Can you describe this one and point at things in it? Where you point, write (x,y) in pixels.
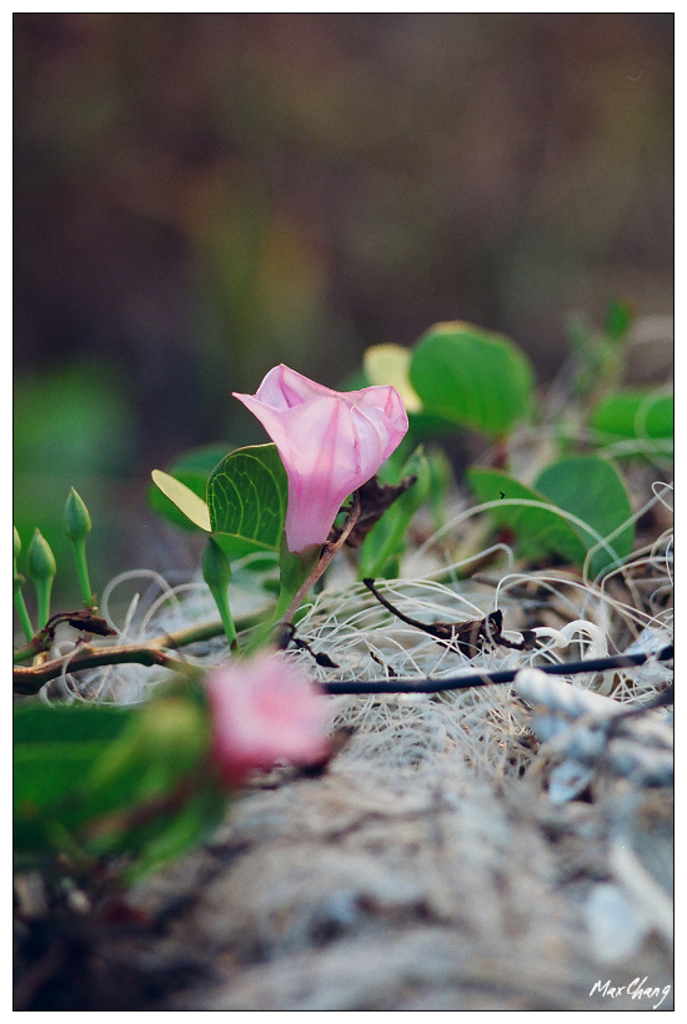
In this picture I can see some flowers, buds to the plants (55,752).
